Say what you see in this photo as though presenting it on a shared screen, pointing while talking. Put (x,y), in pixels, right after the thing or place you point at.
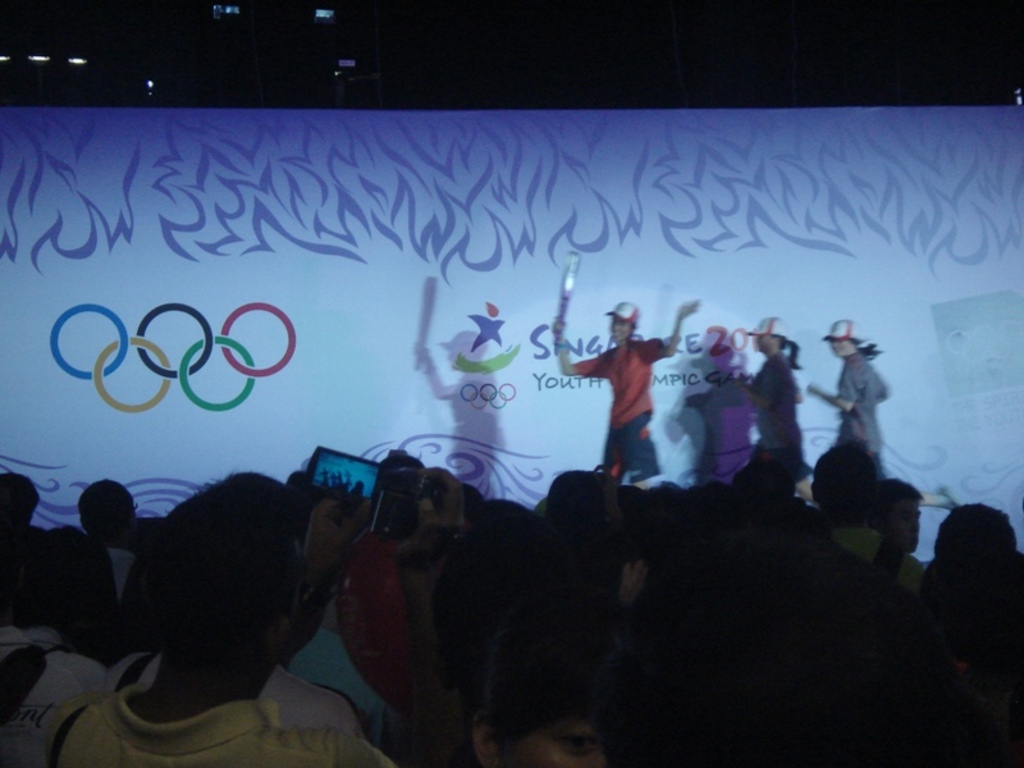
In this picture I can see number of people (758,459) in the front (404,586) and in the background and I can see a white color board (371,264) in the center of this image (678,390) on which I see something is written. On the top of this picture (494,52) I see that it is dark and I see few lights (45,58).
